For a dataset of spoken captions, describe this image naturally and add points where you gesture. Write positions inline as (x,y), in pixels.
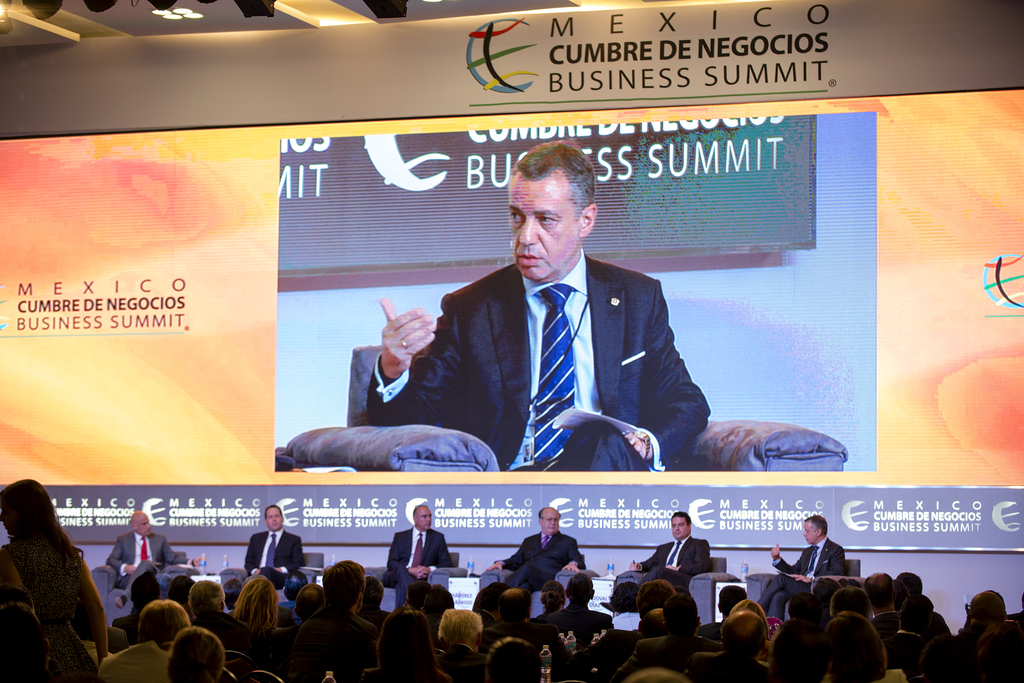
At the top of the image (648,218) we can see a display (472,298) and a man (567,398) sitting in the couch (445,437) on it. At the bottom of the image (531,559) we can see some persons (133,567) sitting in the couches (114,594) on the dais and spectators (644,593).
